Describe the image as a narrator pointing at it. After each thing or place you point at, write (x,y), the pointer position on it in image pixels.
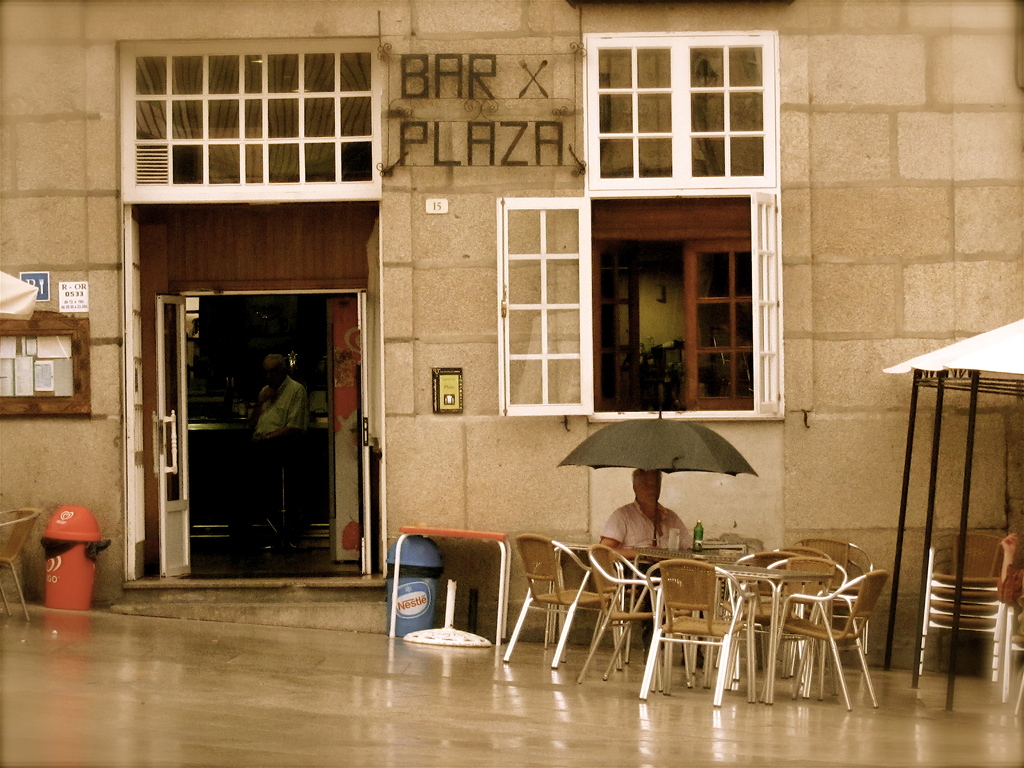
A man (639,522) is sitting in a chair (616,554) at a table (655,552) holding an umbrella (688,436) upon him. There is building (439,485) titled "bar plaza". There is a door (236,441) and window (519,278).
